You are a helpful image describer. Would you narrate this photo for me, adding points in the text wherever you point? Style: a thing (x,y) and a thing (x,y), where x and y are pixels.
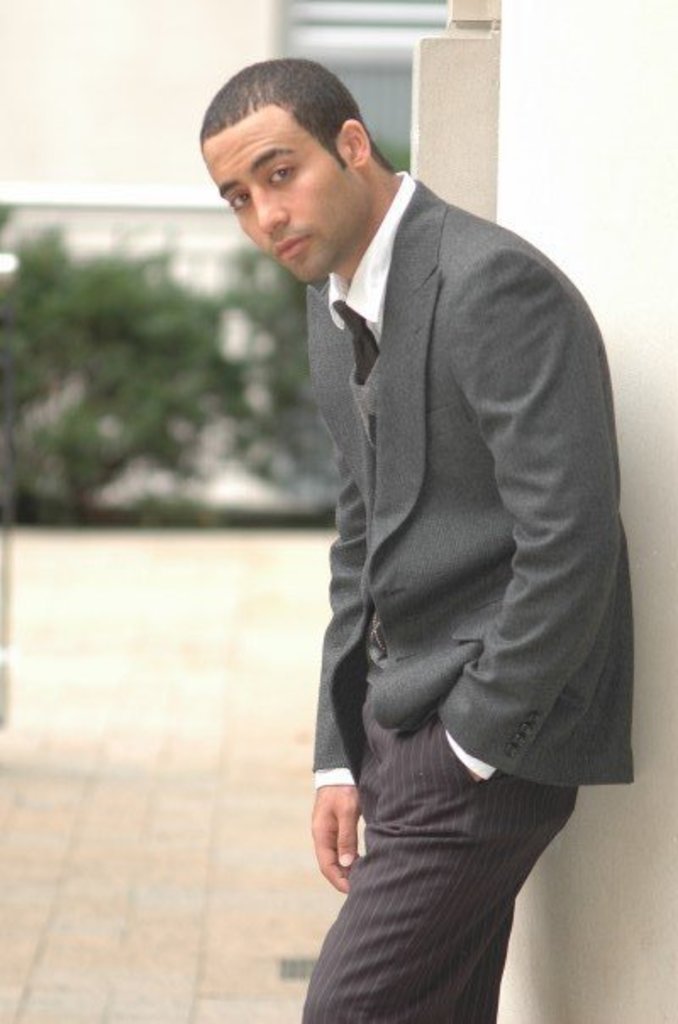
In this image we can see a man (454,879) standing. He is wearing a suit (468,485). In the background (196,412) there are plants (210,414) and a wall (641,263).
